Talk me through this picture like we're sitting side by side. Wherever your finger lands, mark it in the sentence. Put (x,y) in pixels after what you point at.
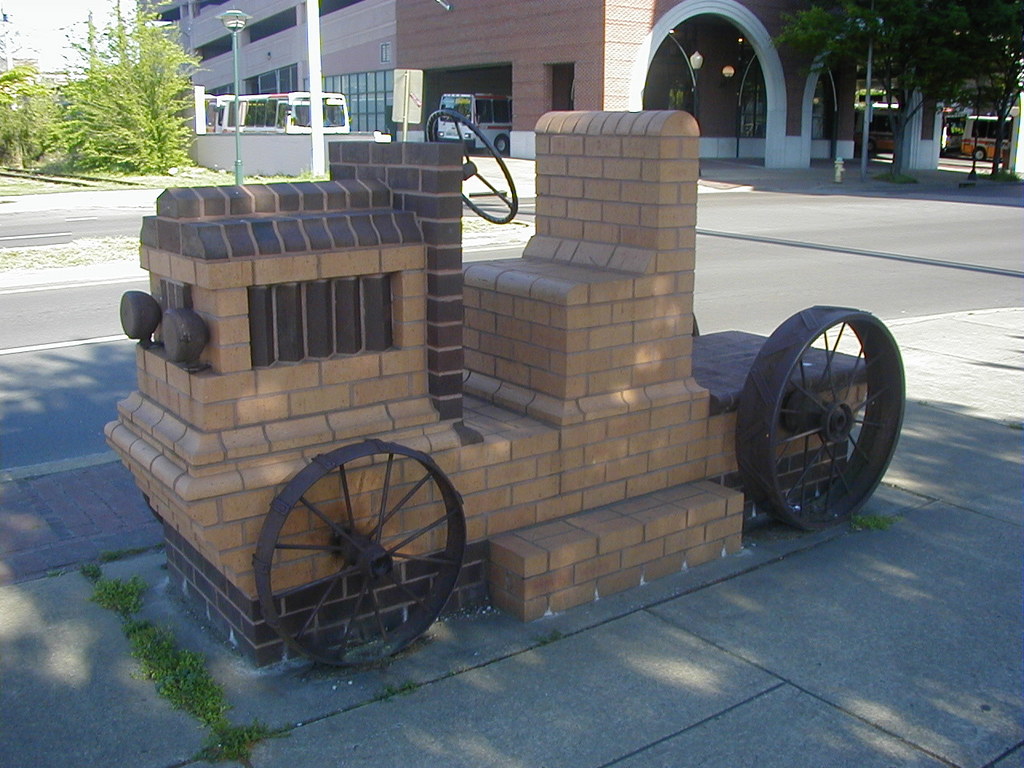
In this image I can see the structure (354,441) of the vehicle (389,416) which is made up of brick (544,485). To the side I can see the road (739,303). In the background (236,104) I can see the poles (202,112), many trees (188,136), few vehicles (496,123) and the building (594,46). I can also see the sky (57,28).
